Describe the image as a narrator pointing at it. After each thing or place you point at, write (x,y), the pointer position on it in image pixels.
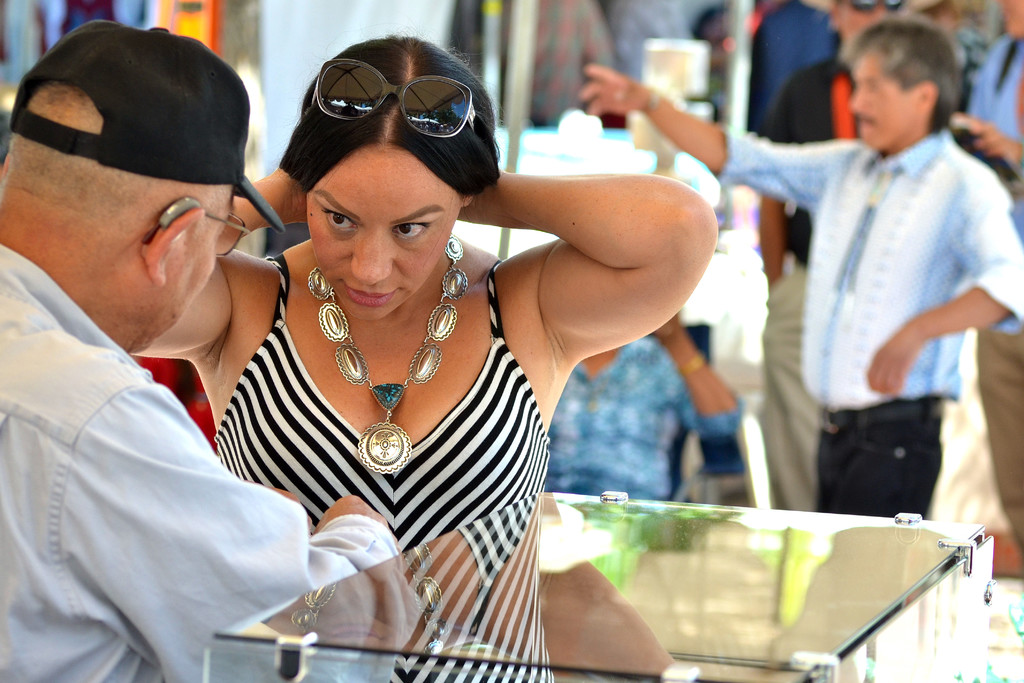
In this picture we can see few people (543,328), in the middle of the image (429,270) we can see a woman (357,323), she is wearing an ornament (332,323) and we can see blurry background (585,37).
